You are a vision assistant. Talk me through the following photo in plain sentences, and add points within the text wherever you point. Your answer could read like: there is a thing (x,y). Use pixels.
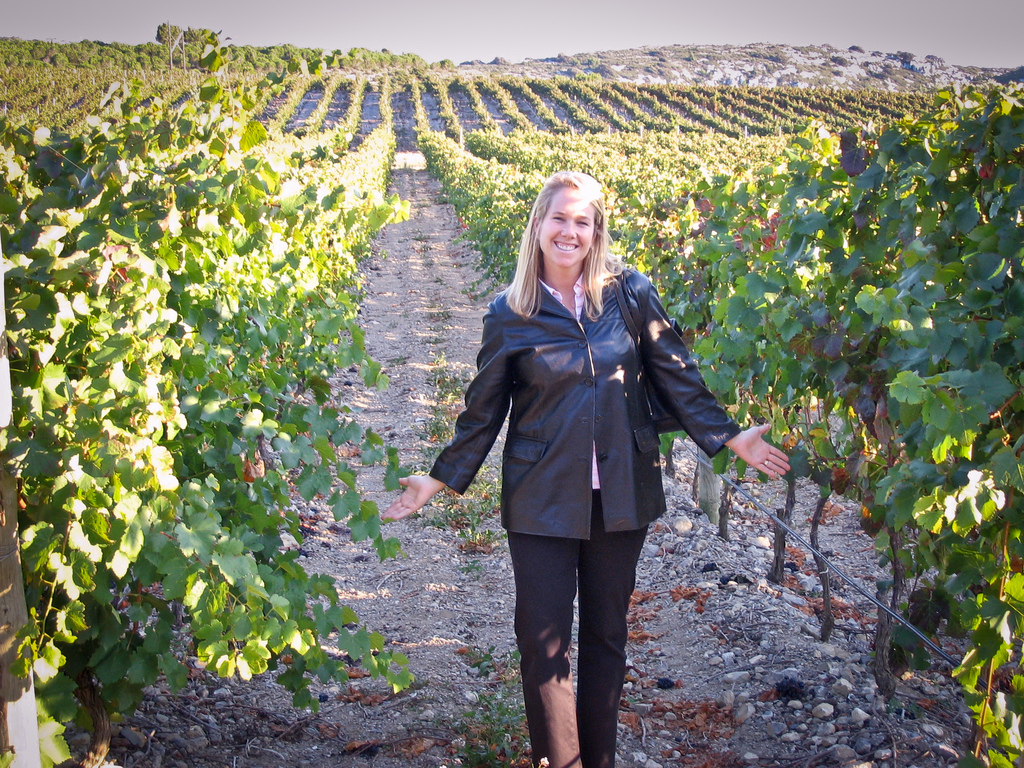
There is a lady (717,441) standing in the foreground area of the image (506,398), there are plants (239,277) in series, it seems like a mountain (817,58) and the sky (201,27) in the background (773,61).
